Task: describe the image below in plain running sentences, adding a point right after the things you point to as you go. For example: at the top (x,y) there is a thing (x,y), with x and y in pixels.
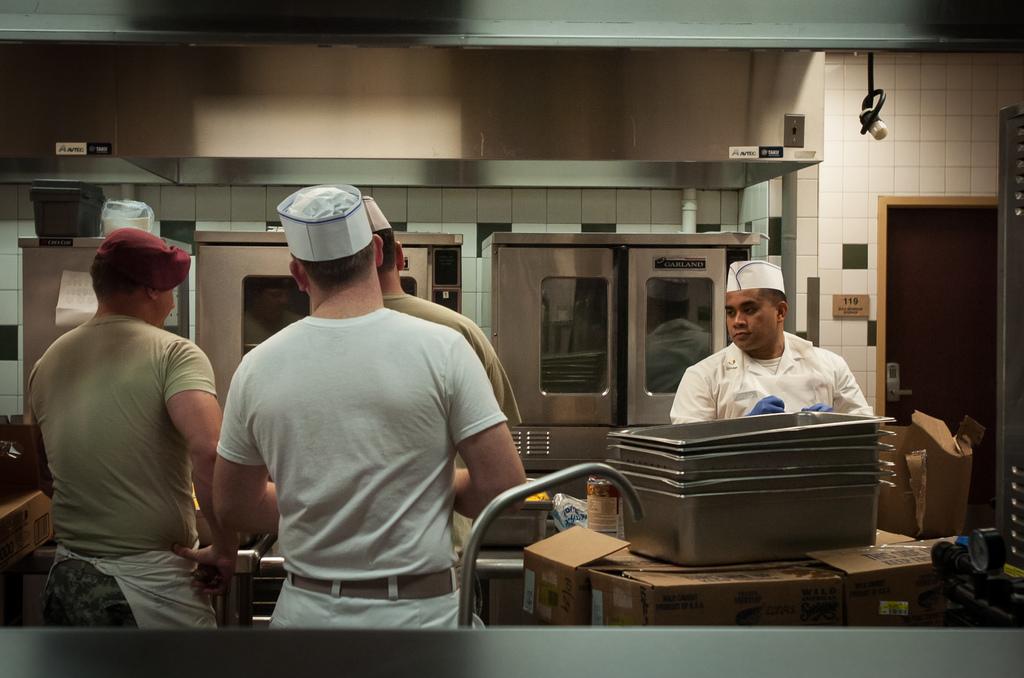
Here there are four men (436,362) standing and they have cap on their heads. In the background (650,593) we can see wall (550,198), food containers (796,441), carton boxes (28,540) and some other items (139,82).
